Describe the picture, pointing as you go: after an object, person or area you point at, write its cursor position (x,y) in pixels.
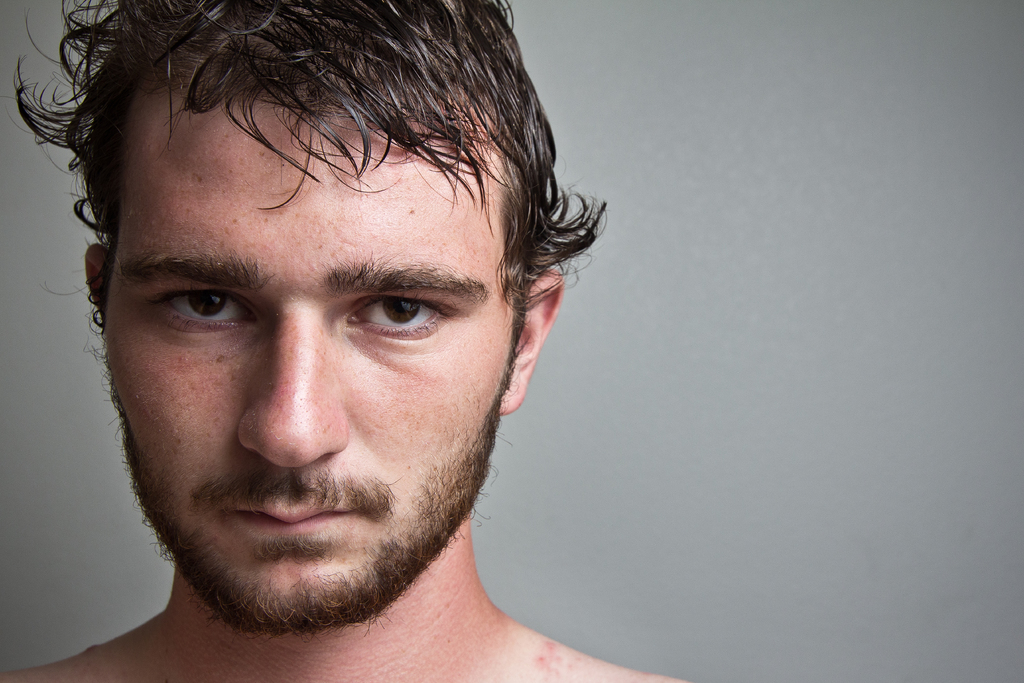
In this image we can see a face (199,287) of a man (198,234).
